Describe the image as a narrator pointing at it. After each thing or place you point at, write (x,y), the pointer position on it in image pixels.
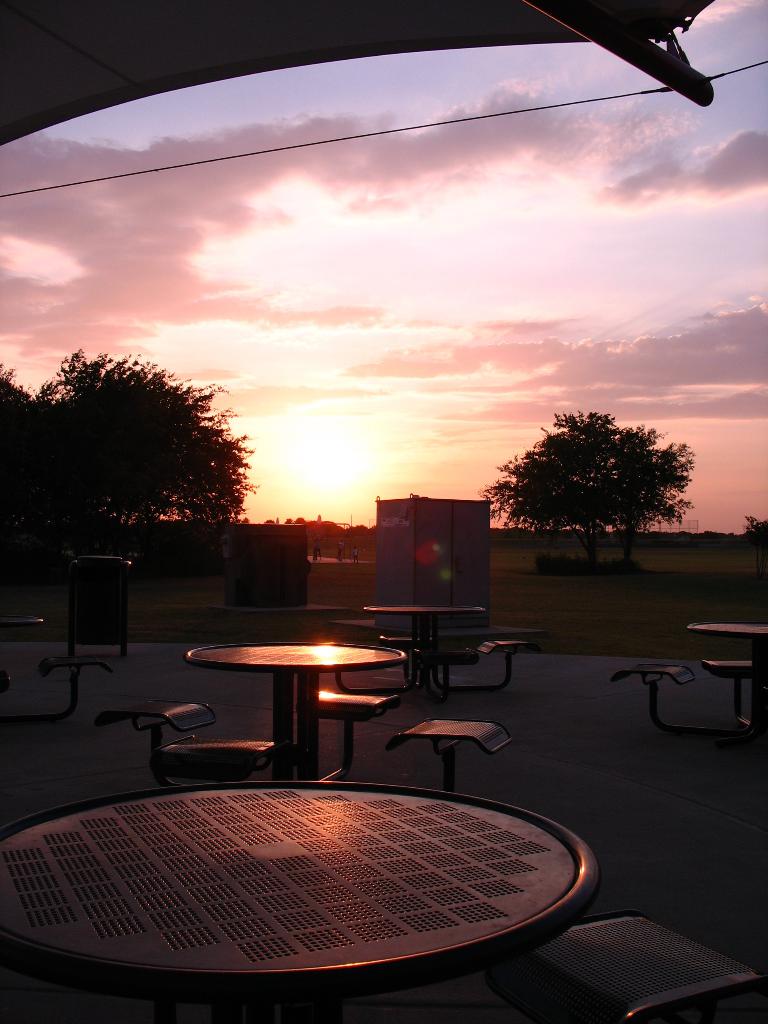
In this image I can see few chairs (508,742) and tables (378,945). In the background (616,528) I can see few boxes (398,529), trees (754,539) and I can see the sun light (370,432) and the sky (480,276) is in pink and orange color.
